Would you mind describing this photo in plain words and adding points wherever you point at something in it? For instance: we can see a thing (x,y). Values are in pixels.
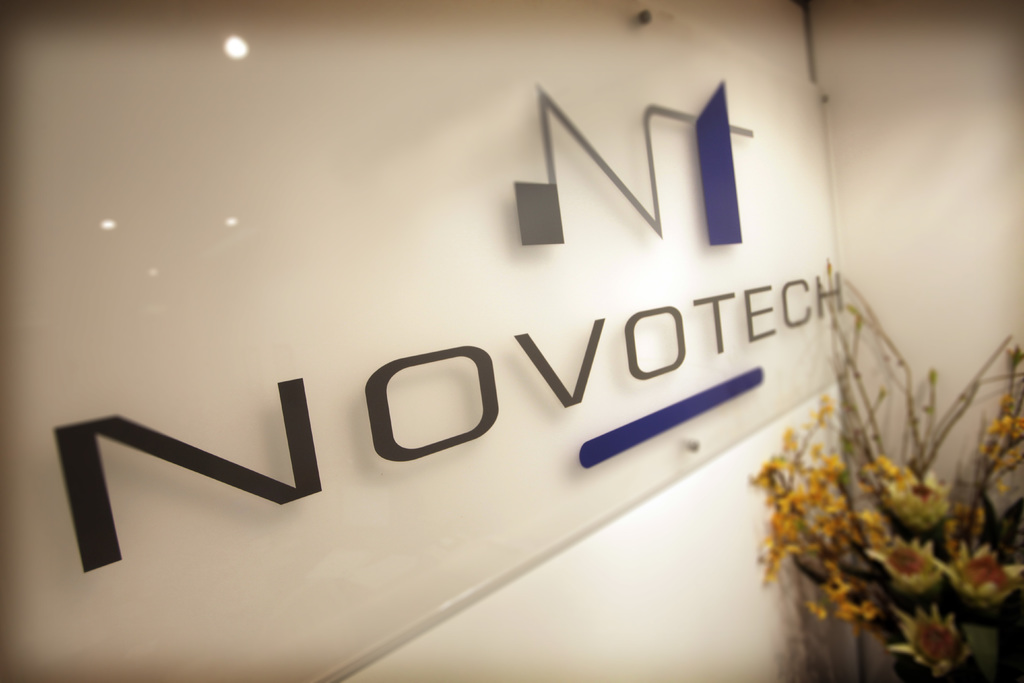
In this image I can see a glass board (516,441), wall (666,537) and a houseplant (838,608). This image is taken in a hall (572,494).
